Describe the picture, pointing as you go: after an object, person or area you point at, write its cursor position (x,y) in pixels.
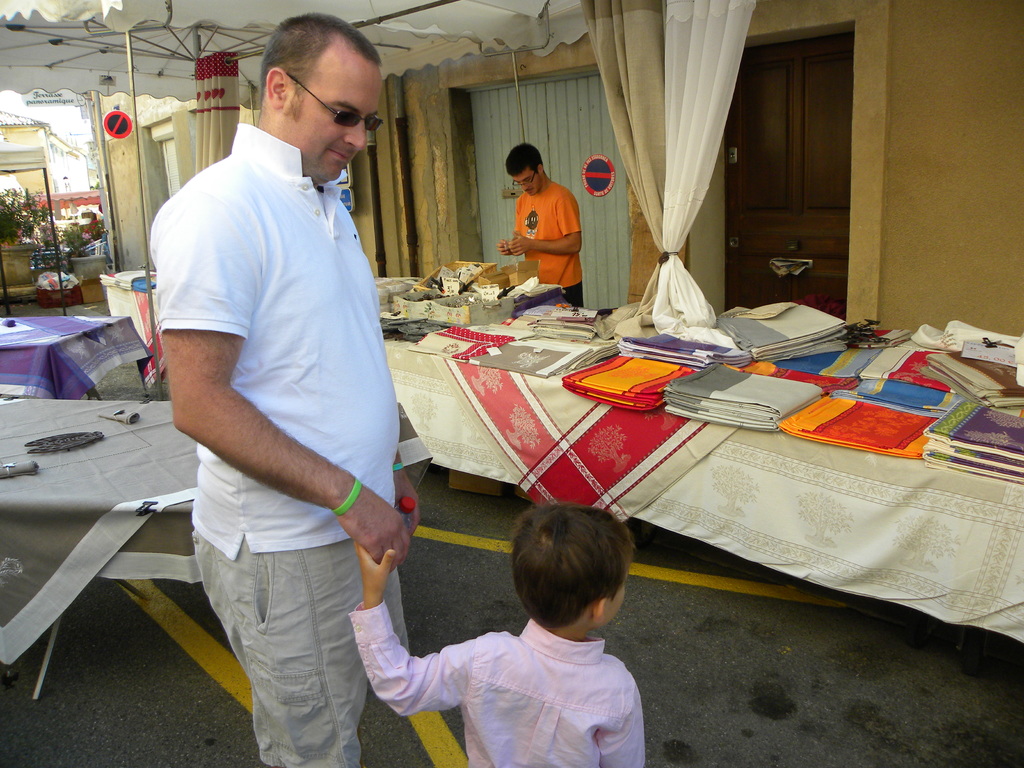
This picture shows a man (313,32) and a boy (611,601) standing and we see few clothes (497,368) on the table (508,388) and a man (574,281) standing.
